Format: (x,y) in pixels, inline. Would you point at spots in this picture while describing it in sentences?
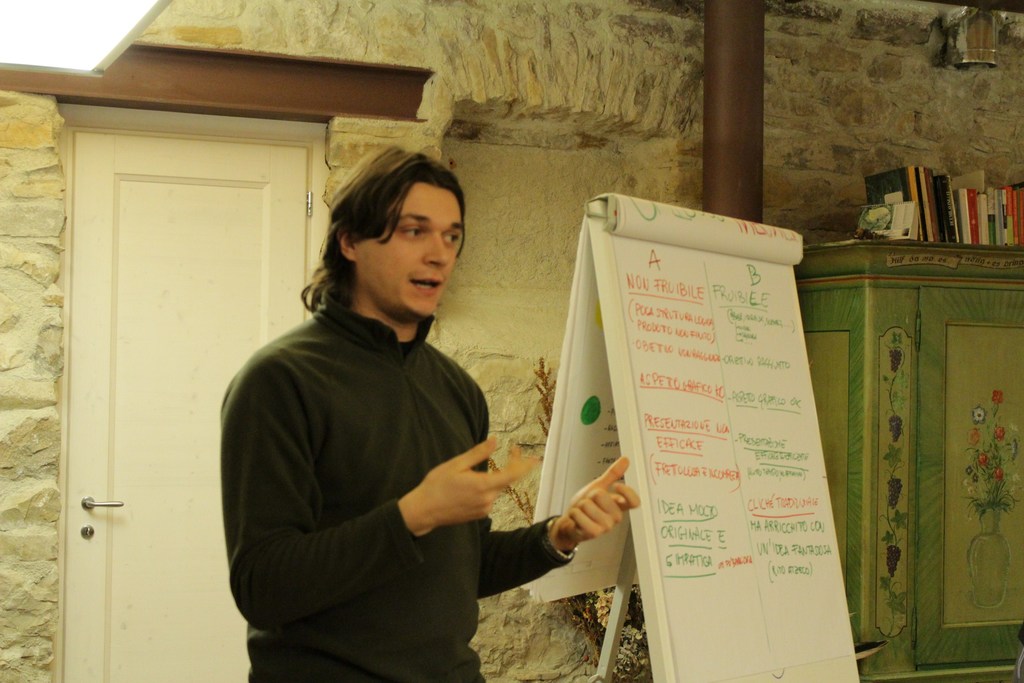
In this image I can see a person (432,570) and a board (707,536). In the background (981,456) I can see a cupboard (988,419) on which books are there, wall (686,192), pillar (724,158) and a door (210,219). This image is taken in a room (467,391).
